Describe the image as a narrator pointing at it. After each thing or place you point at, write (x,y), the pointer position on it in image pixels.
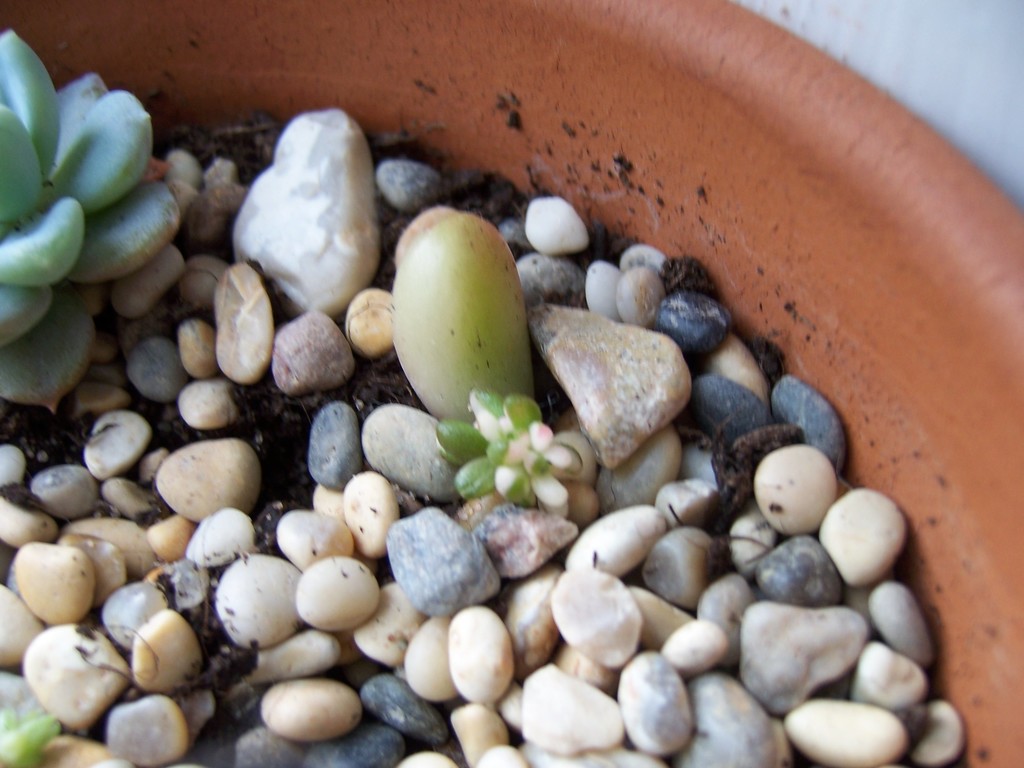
In this image I see the pot (759,160) which is of brown in color and I see the stones (373,203) which are of white, cream, grey and black in color.
